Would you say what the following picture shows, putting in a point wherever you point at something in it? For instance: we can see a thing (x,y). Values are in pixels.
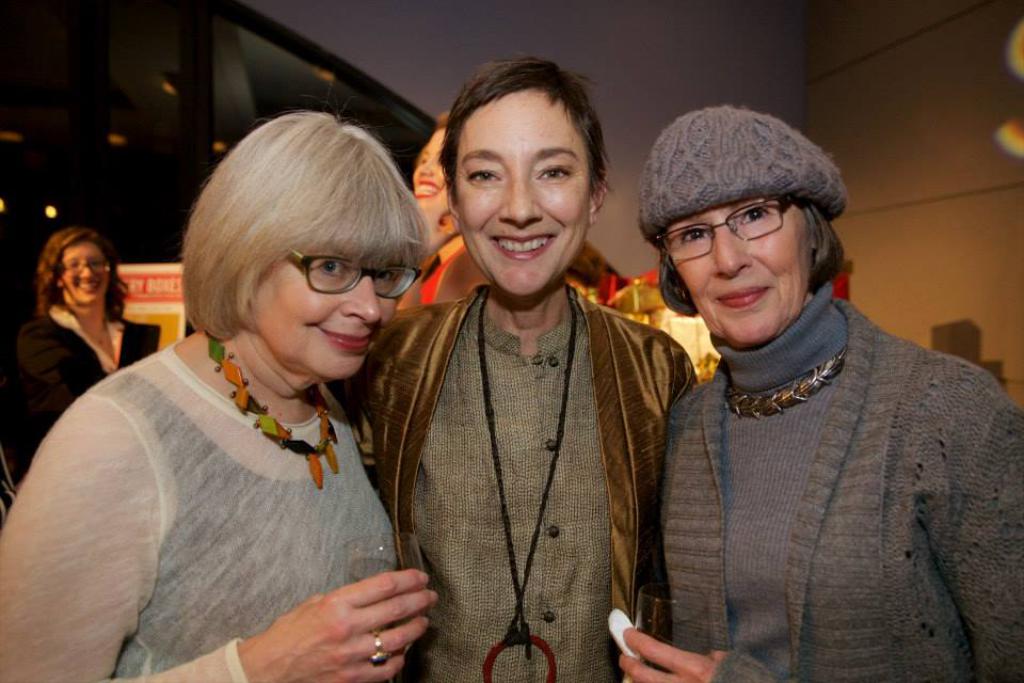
In the center of the image (478,375) we can see three persons (718,537) are standing and they are smiling, which we can see on their faces (785,215). Among them, we can see two persons (905,525) are holding wine glasses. In the background (74,294) there is a wall (908,312), banner (169,272), few people (474,266) are standing and smiling. And we can see few other objects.
